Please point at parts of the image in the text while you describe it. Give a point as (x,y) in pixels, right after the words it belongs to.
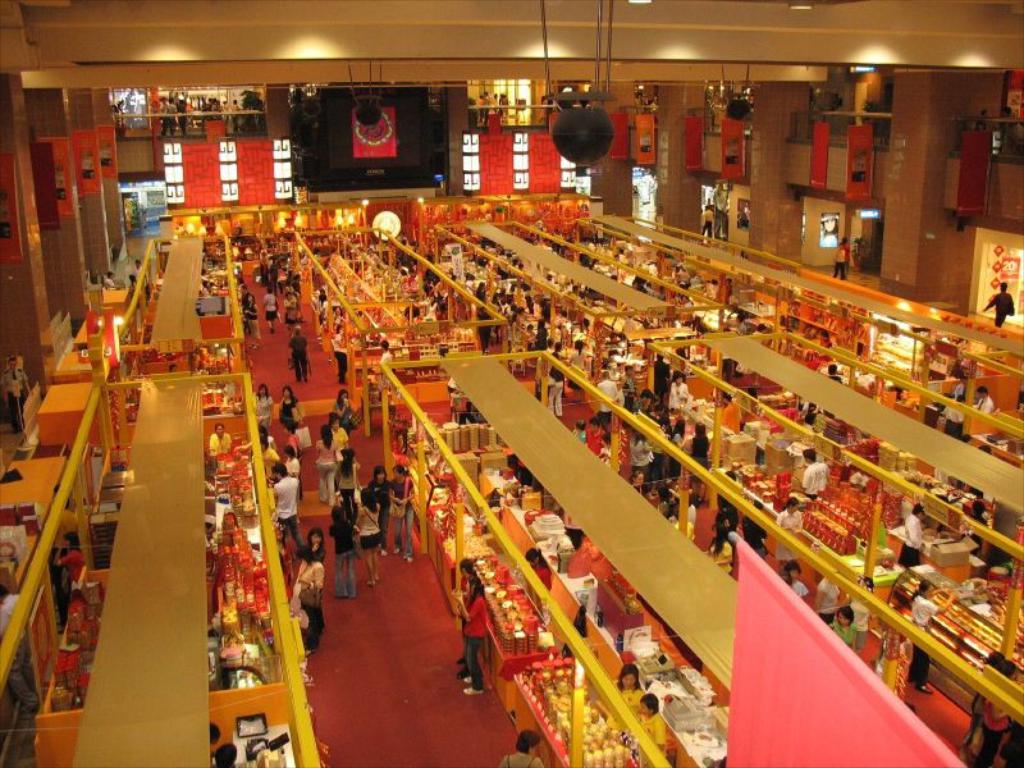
In this picture there are racks (524,519) in the center of the image (394,269), it seems to be fruits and other items (243,455) on the racks (353,266) and there are people (906,527) in the image and there are lights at the top side of the image (308,52).
